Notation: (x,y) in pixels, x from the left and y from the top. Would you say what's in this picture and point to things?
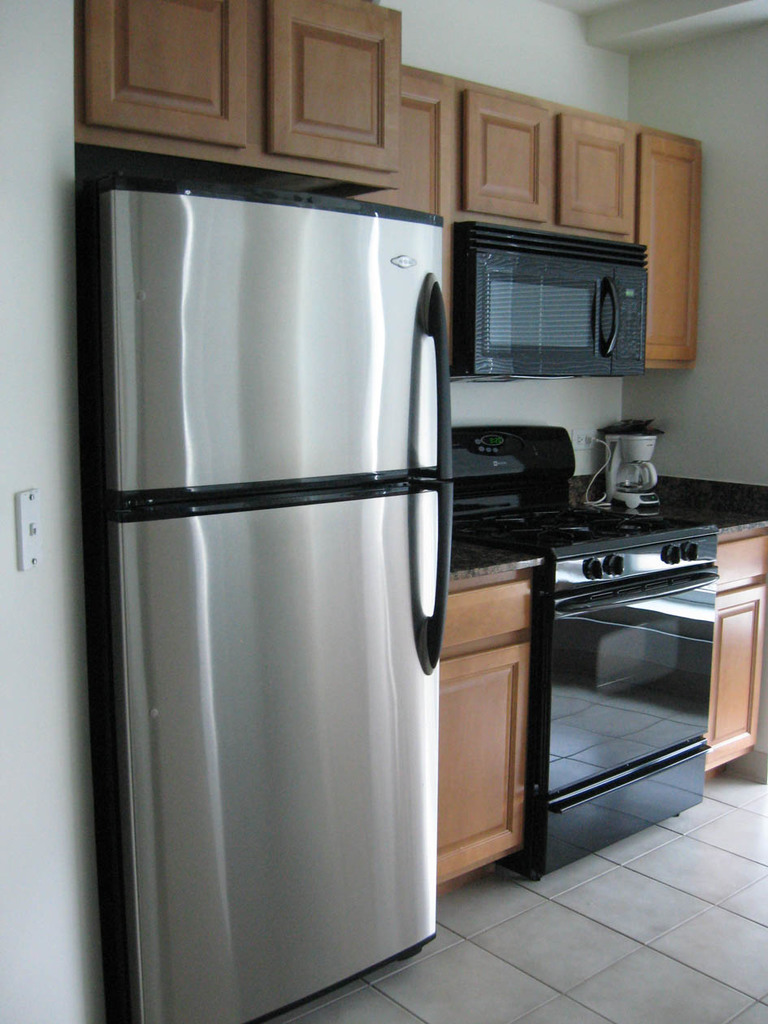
This image is taken in the kitchen (296,574). In this image there is a refrigerator (290,542), beside that there is a kitchen platform (500,548). On the kitchen platform (703,489), there is a stove (615,538) and a coffee maker (654,469), above the stove (515,430) there is an oven (535,267) and some cupboards (504,193). At the bottom of the image (562,956) there is a floor (707,786).
